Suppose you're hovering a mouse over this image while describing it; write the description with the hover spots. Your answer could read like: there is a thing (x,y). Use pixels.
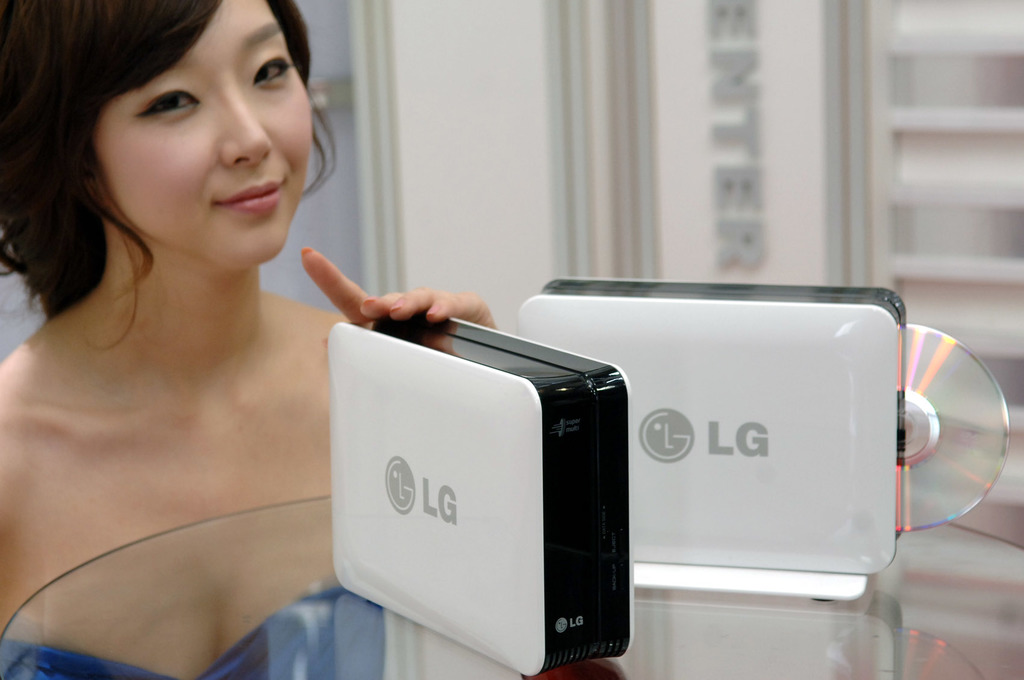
On the left side (165,343), there is a woman (146,465) smiling and placing her fingers (448,305) of a hand (431,303) on a device (383,526) which is placed on a table (892,607) on which there is another device (852,501) and a CD (906,493). In the background (825,131), there is a wall (443,100). And the background (438,198) is blurred.
